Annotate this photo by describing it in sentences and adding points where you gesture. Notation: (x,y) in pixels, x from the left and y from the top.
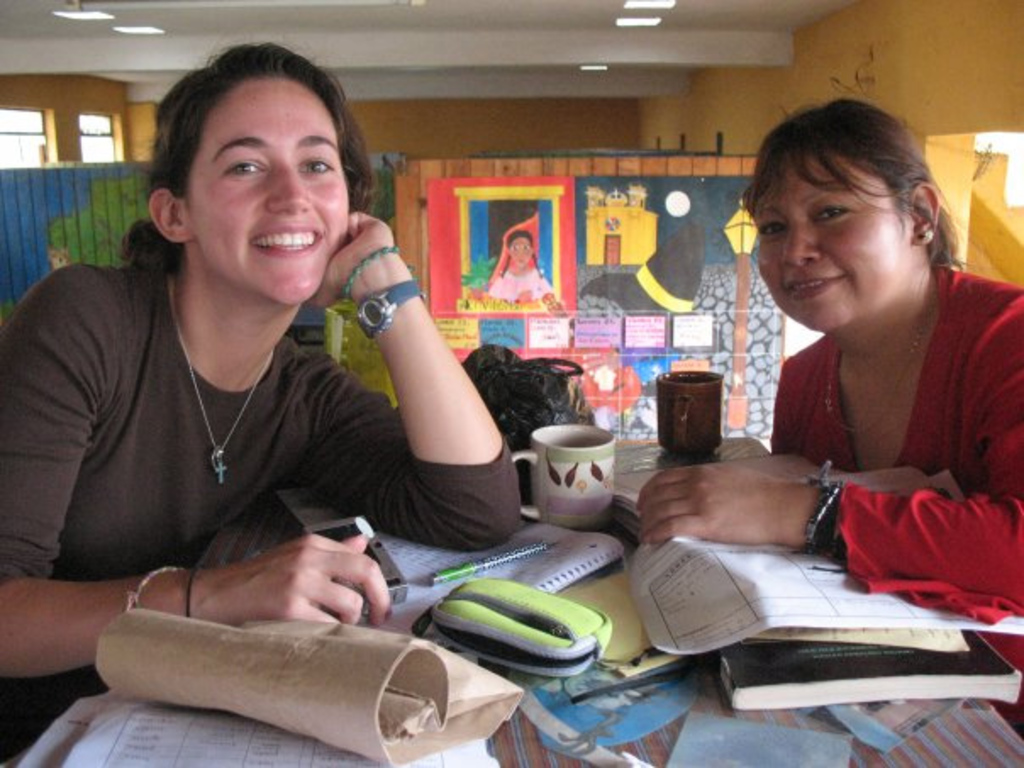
Woman (820,416) in the right corner (808,381) is wearing a red color t-shirt (952,515). She is smiling. She is holding some papers (787,632) in her hands (751,497) and some of the books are placed on the table (725,701) and also pouch (470,590) and pen (466,565). We can even see two cups (592,433) placed on the table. The woman (275,190) on the left corner (126,387) is wearing a brown color t-shirt (105,507) and she is wearing a watch (380,295), even she is smiling. Behind them, we can find a cartoonish wall (586,279) and on the background (732,134) we can find a yellow color wall (718,103) and the roof (458,72) of the building (637,49) or a room (724,45) is white in color.
